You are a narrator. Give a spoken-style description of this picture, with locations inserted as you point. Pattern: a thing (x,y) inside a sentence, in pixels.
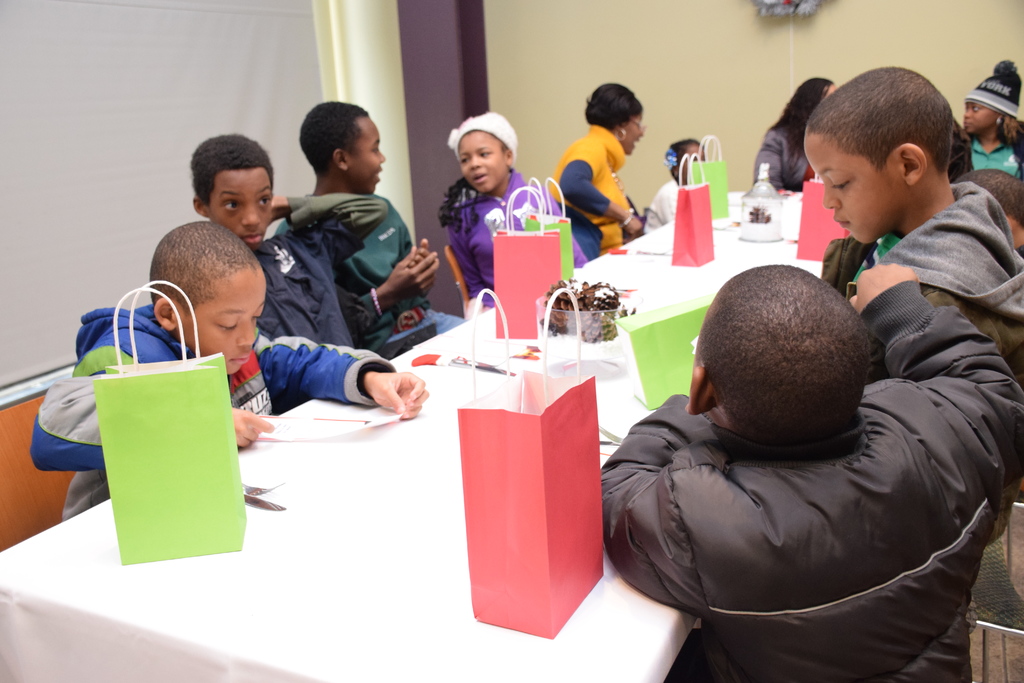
Here, we see many people (280,208) sitting on chair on either side of the table (619,636). On table (424,464), there are bags (521,555), spoon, knife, paper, a bowl (584,342) containing pinecones (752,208), glass bottle (758,234) are placed. Behind them, we see yellow wall (591,54). Beside that, we see a board (120,80) which is white in color.
